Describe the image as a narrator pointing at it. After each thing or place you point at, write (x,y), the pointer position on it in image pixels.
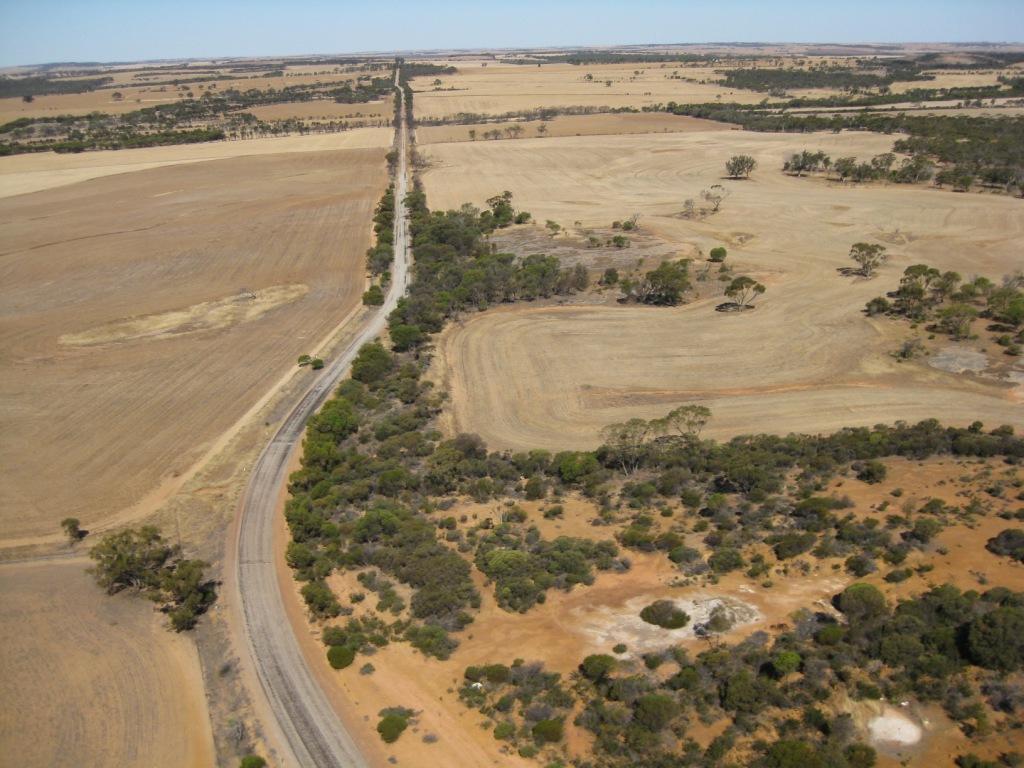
In this picture I can see road (373,326), there are trees (420,159), and in the background (545,38) there is the sky (577,35).
